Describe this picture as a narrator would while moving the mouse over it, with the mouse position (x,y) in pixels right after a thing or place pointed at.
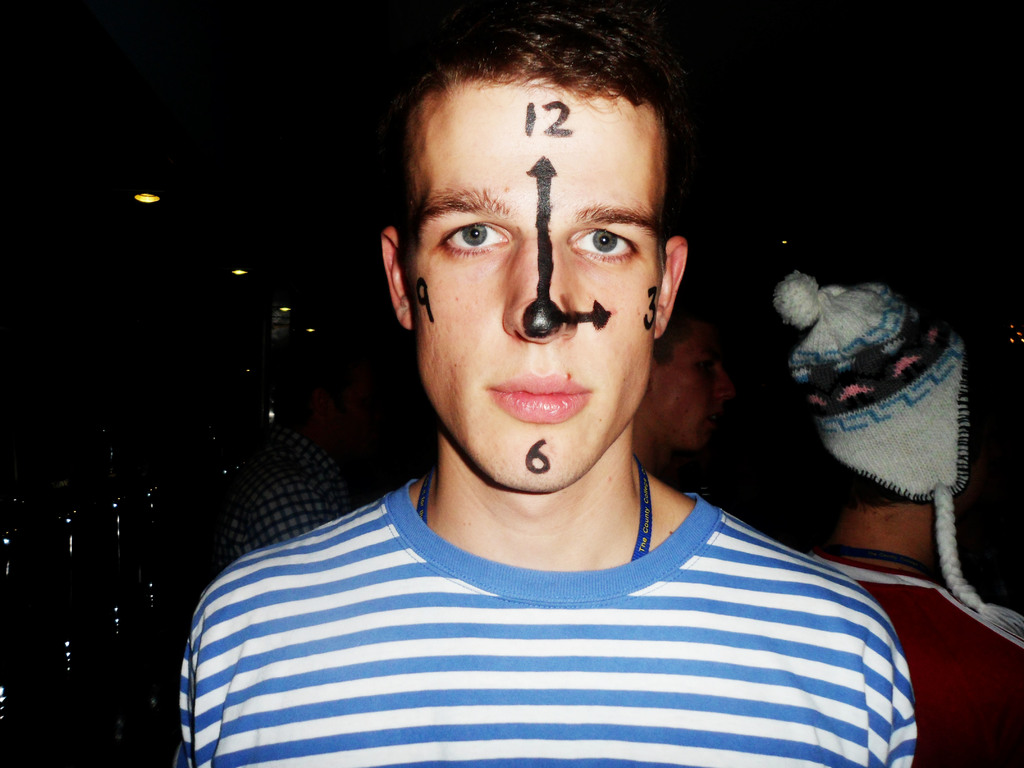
In the middle of the image (461,293) we can see a man (660,691). There is a dark background and we can see people (934,644) and lights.
